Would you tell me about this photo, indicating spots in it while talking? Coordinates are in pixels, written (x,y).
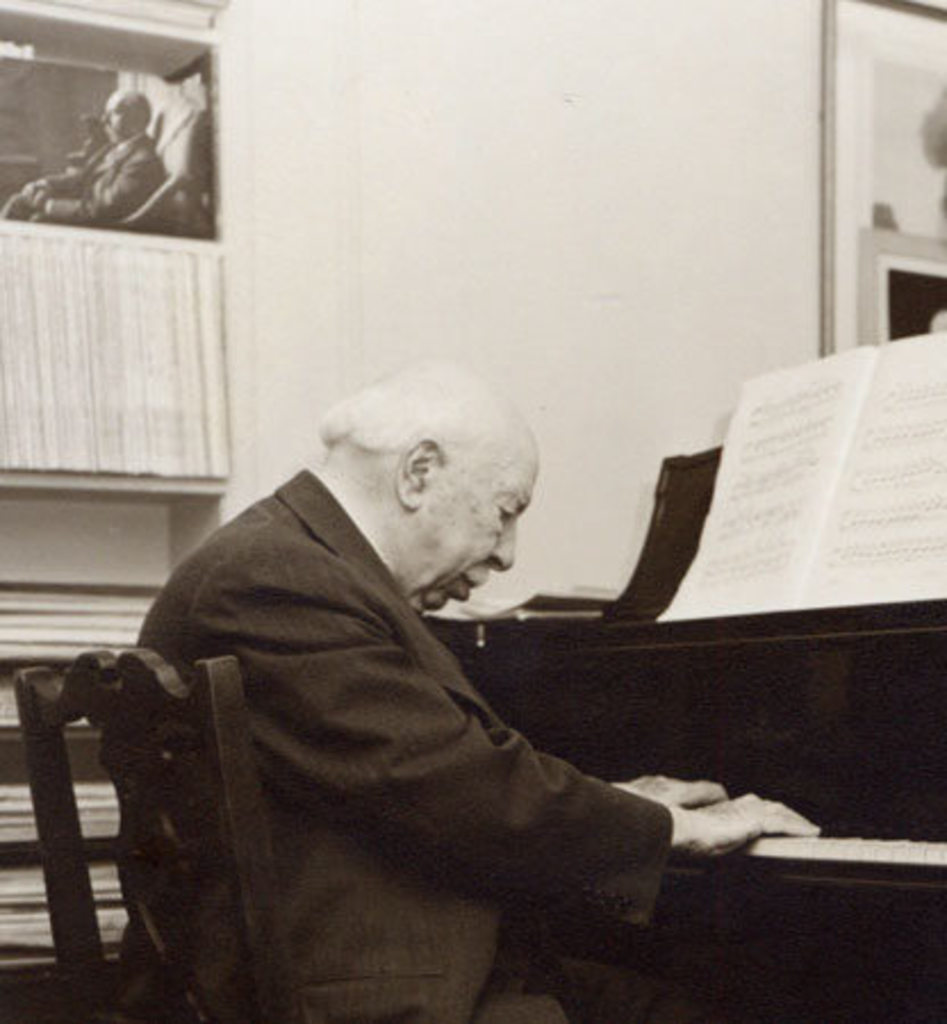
In this picture a man (349,712) is seated on the chair (243,917), and he is playing keyboard (863,855), in front of him we can find a book (828,508), besides to him we can see a wall frame (205,151) on the wall (343,264).
